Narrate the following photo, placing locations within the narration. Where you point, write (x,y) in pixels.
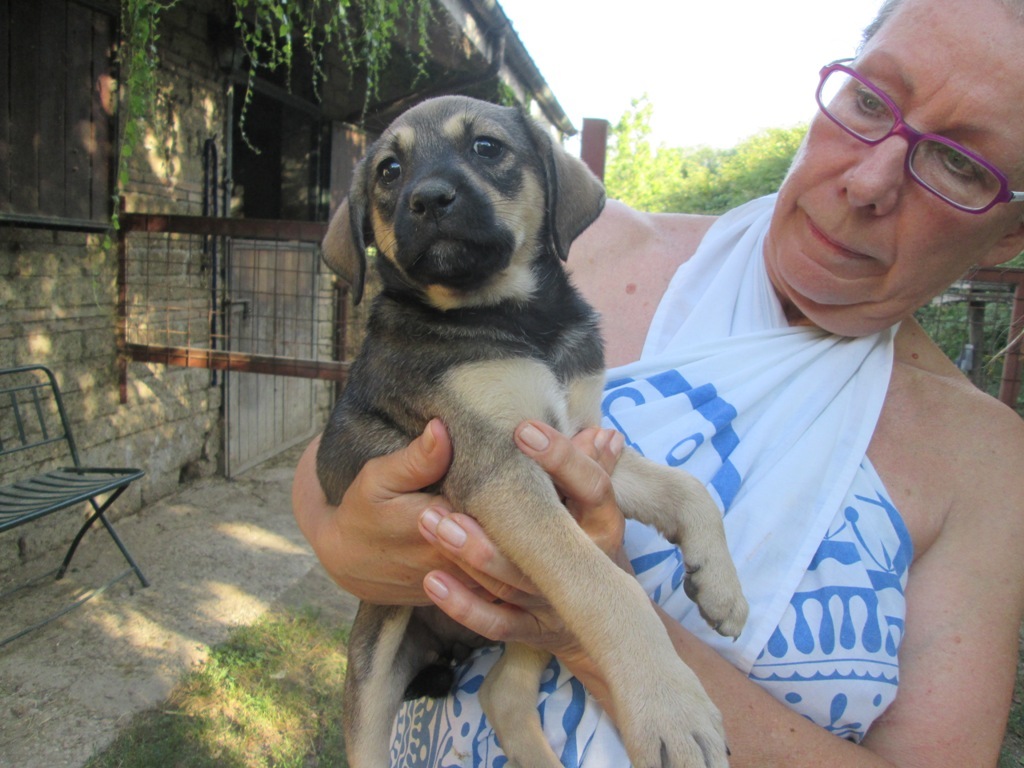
In this image we can see one person (817,189) holding an animal (491,440), near that we can see grass (225,686), after that we can the wall (187,38) and plants (778,152), we can see the fence (958,292), at the top (684,54) we can see the sky (532,39).
